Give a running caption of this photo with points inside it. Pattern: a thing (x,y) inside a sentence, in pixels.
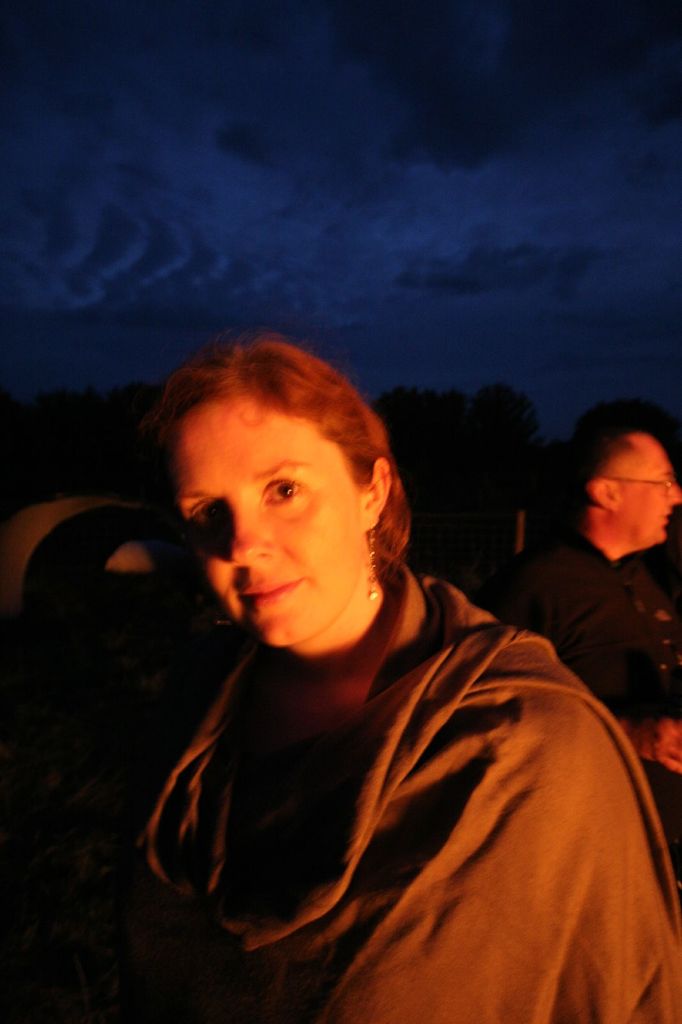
In this picture we can see one woman (320,456) wearing shawl (391,823), back side, we can see one person (617,654).
